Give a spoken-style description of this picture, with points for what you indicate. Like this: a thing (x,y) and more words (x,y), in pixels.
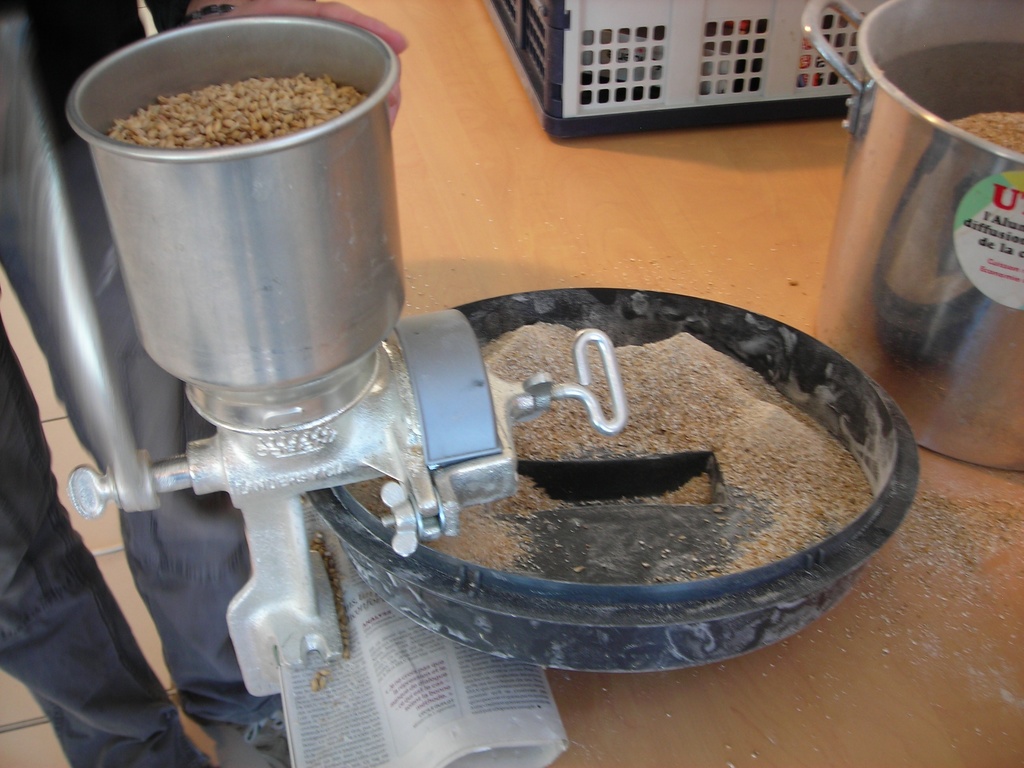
In this image we can see a grinding machine (331,629) and grinding some food grains (238,124). In the foreground (515,737) we can see some papers (494,729).
